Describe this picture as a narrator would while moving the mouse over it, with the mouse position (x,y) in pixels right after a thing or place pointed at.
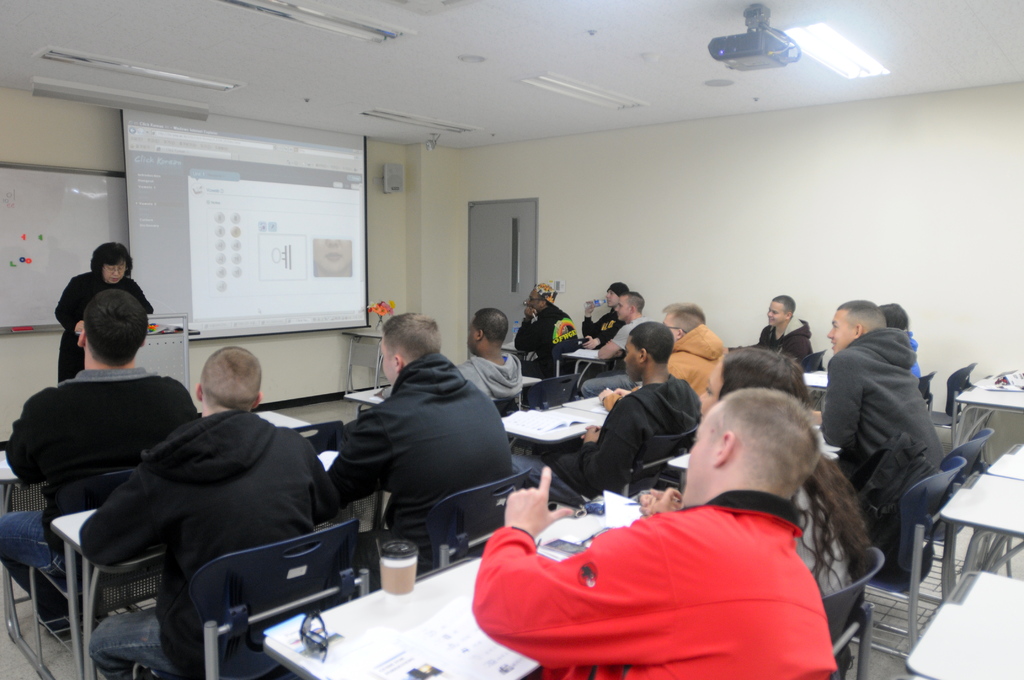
In this image, There is an inside view of a room (617,177). There are some persons (641,441) wearing clothes (555,362) and sitting in chairs (218,611) in front of the table (369,624). There is a screen (160,200) in front of these persons (126,413). There is a board (61,241) behind this person (82,287). There are some lights (795,34) and projector (725,46) at the top (756,54). There is a door (519,254) at the center of this image (507,255).
